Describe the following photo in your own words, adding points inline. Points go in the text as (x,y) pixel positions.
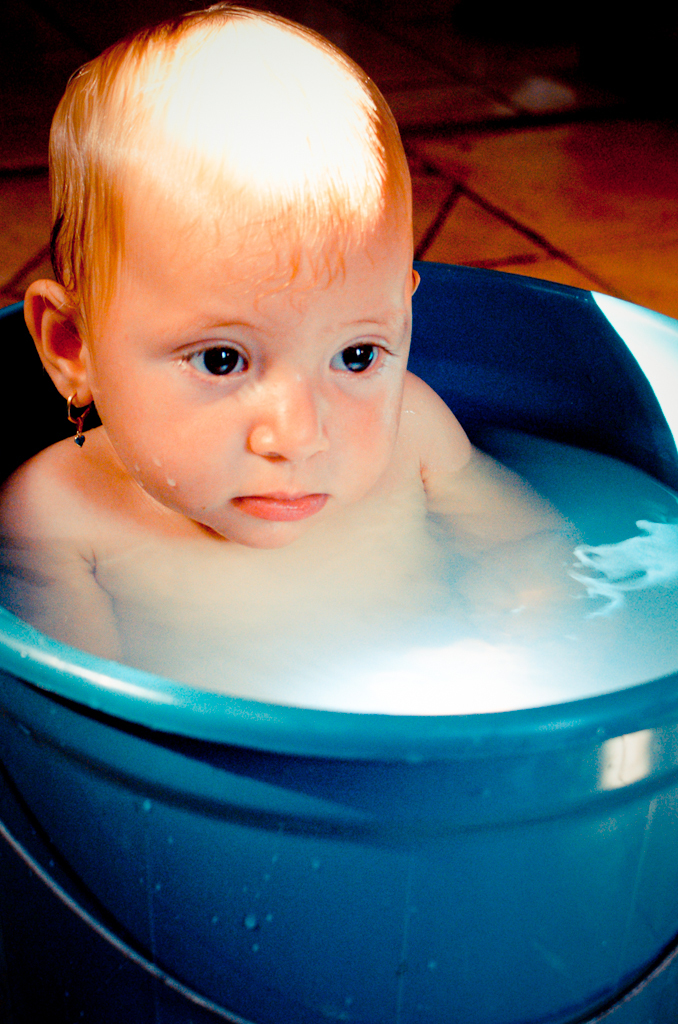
In this image there is a kid (362,483) in a bucket (459,414) of water (145,579), and in the background (659,104) there are tiles (660,215).
